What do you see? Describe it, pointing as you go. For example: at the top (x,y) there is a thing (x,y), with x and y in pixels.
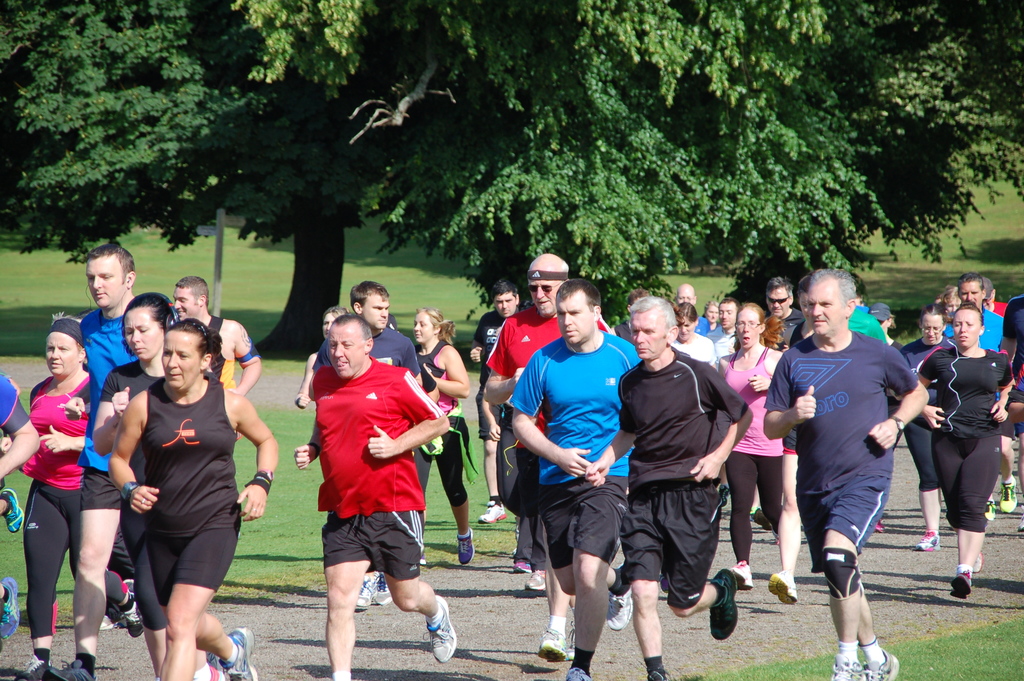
In this picture I can see few people (441,444) are running on the road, side there are some trees (221,168) and grass (478,489).
